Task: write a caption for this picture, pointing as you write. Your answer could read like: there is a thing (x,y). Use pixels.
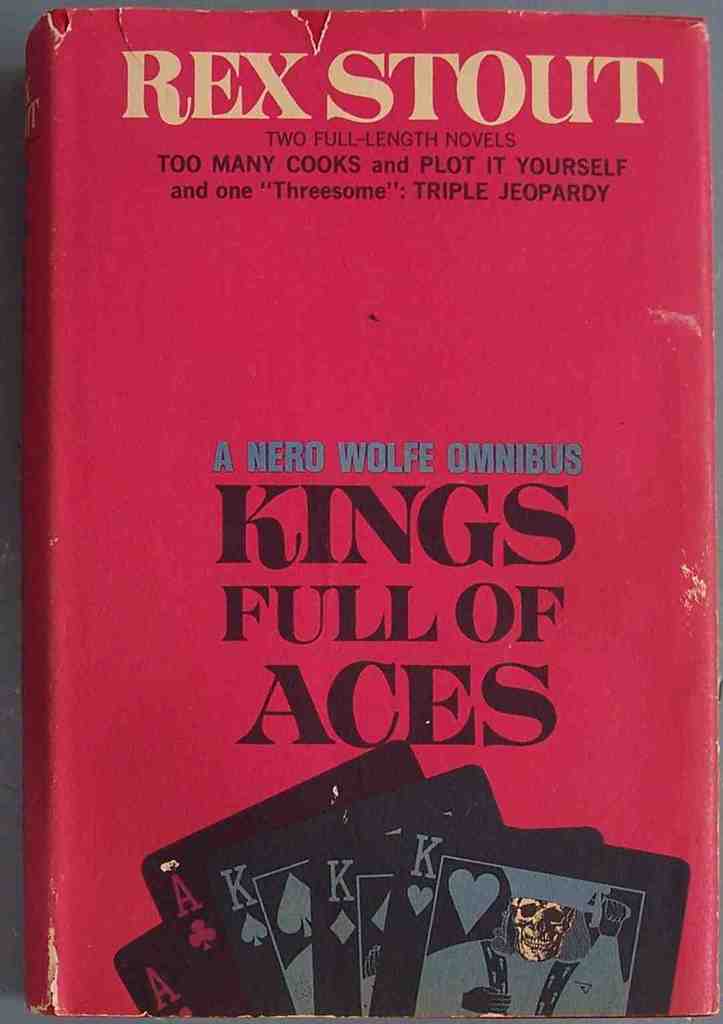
In this image we can see a cover page (153,813) of a book (330,587) with some text (425,86) and images (382,886).
